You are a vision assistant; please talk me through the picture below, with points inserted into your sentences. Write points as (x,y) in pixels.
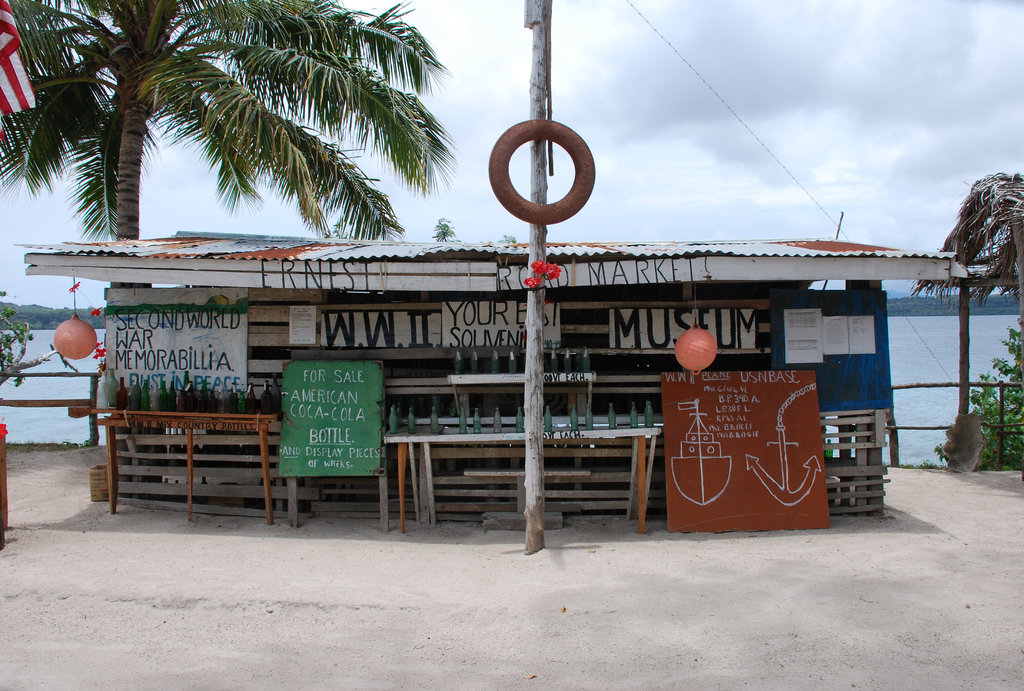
In this picture we can see a house (493,394), few bottles (170,410), notice boards (688,463), paper lanterns (84,345) and papers (831,317), and also we can see a pole (540,345), tube (587,154), few trees (308,127), flag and water (57,381).
